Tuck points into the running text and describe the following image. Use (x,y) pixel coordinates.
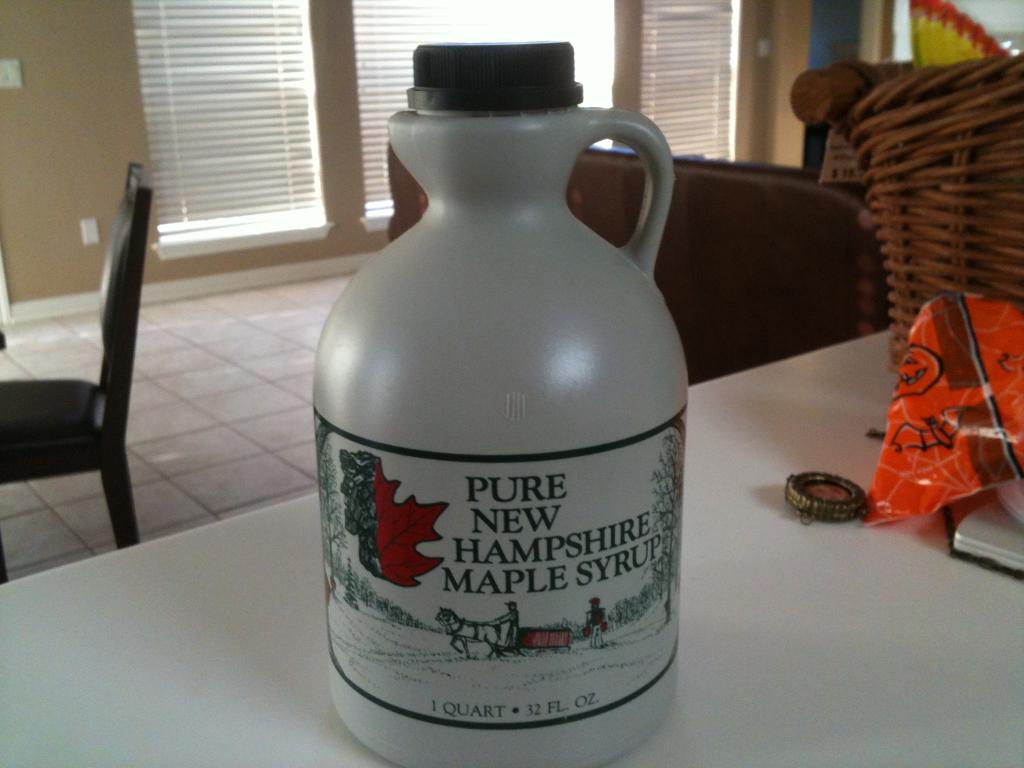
In this picture on the table (766,466) there is a white bottle (447,458). On the right (924,266) there is a plastic bag (963,356) and wooden basket (967,159). On the top (386,64) we can see a window (284,69). On the left (104,463) there is a chair (117,294). Here we can see is sofa (753,248).
